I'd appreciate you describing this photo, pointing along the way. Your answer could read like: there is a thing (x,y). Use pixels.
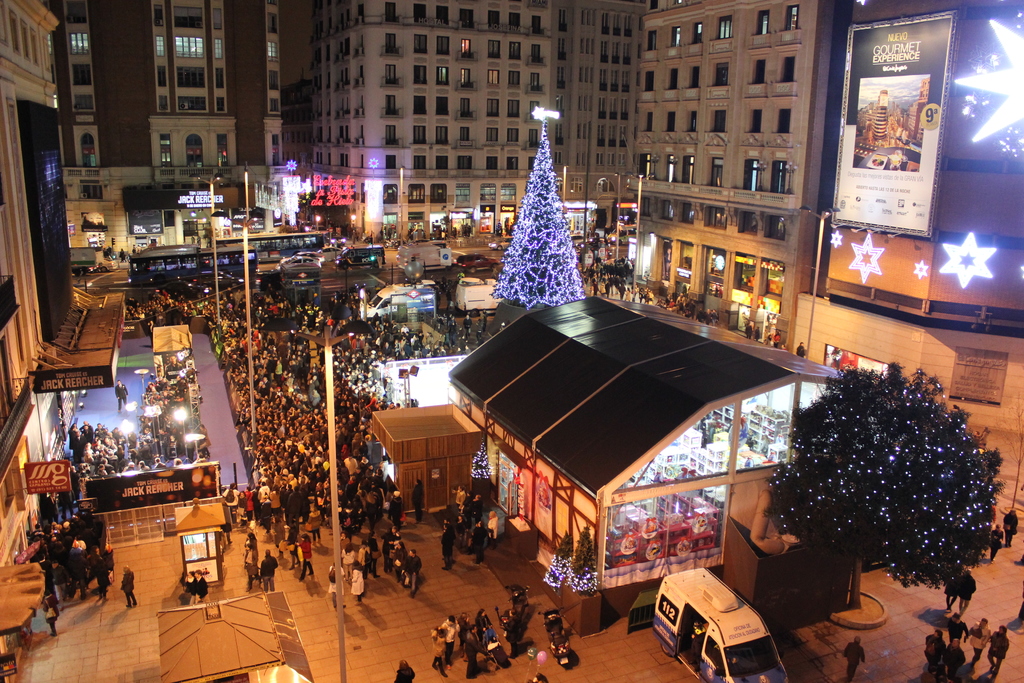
In this image I can see building (134,176), in front of building (709,223) I can see crowd of people (366,478), poles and a tent house (634,394) and I can see a tree (900,378), on the tree (879,388) I can see a lighting (574,264) and I can see a decorative tower (531,278) visible in the middle (547,277) and I can see some lights (192,435) in the middle (406,380).
